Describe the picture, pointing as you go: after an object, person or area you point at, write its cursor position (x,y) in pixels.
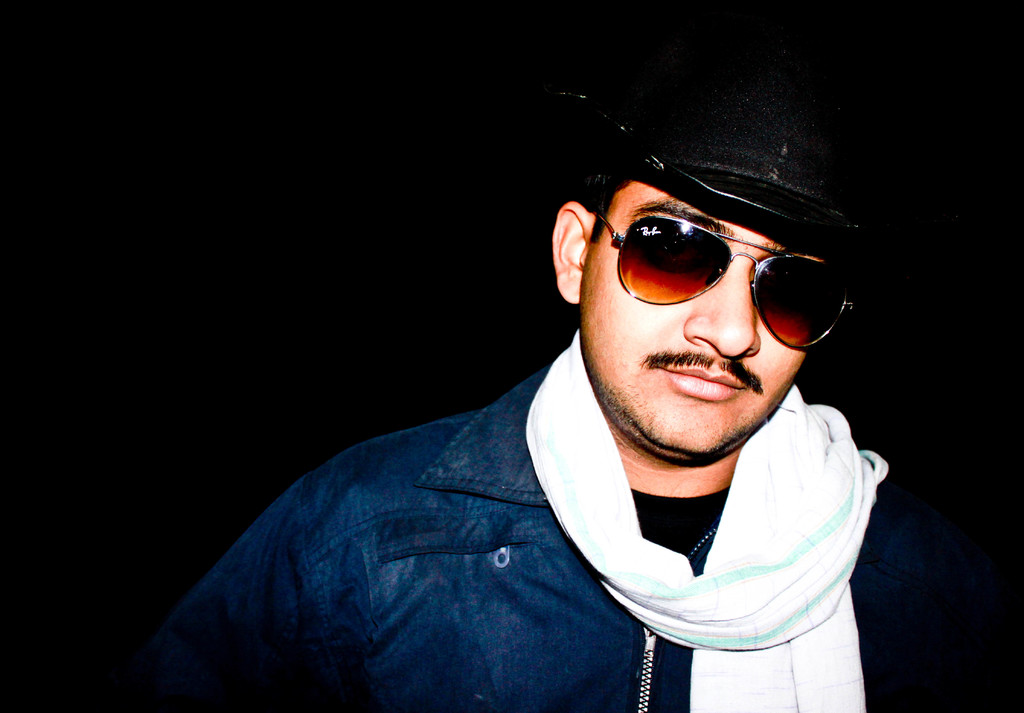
In this image we can see a man (732,438).
